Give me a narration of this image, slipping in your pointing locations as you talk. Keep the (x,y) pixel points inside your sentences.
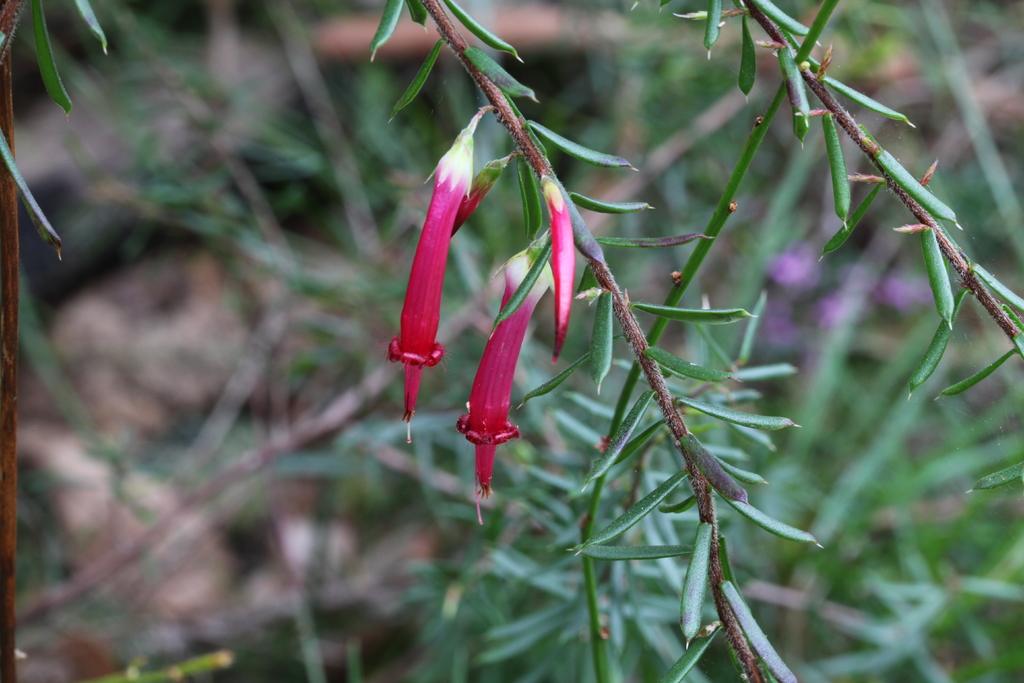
In the image there are red flowers (514,370) to a plant (493,75).
